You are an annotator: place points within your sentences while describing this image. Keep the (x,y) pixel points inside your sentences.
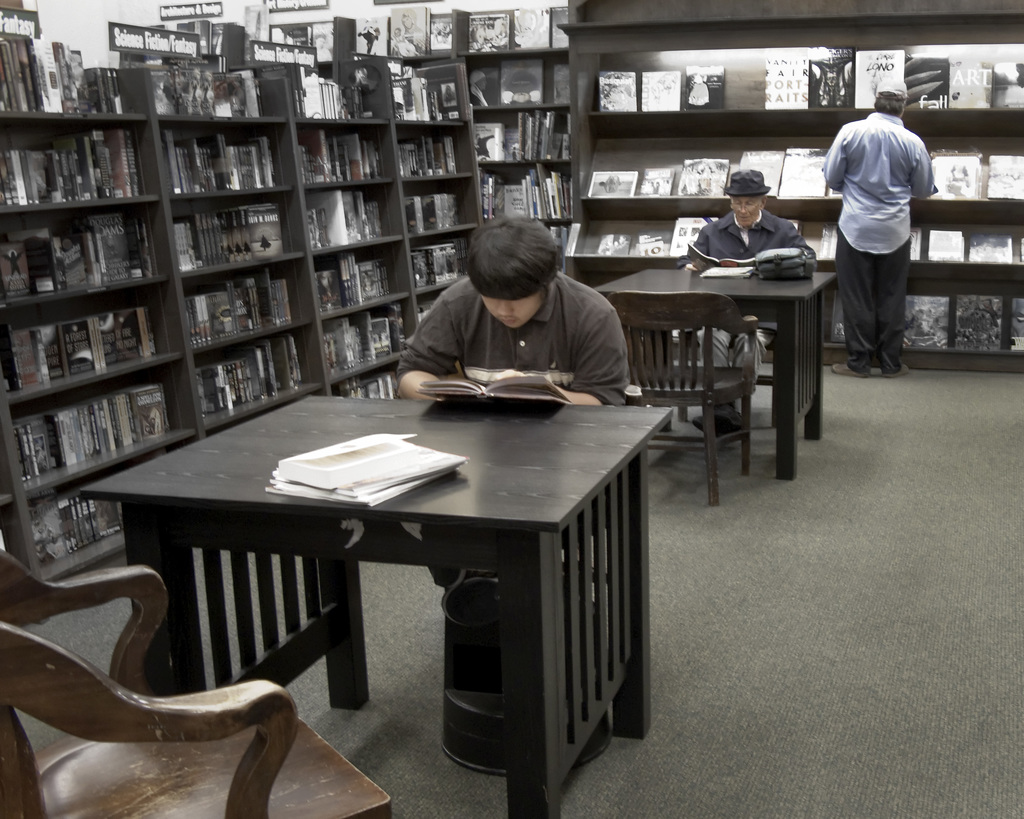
In this image I can see three men (508,376) among them two (504,361) are sitting on a chair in front of the table (500,402) and reading books (550,384) and the person (919,169) on the last is standing on the floor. Here we have a shelf (257,200) with books (257,234) on them. In the front of the image (124,703) we have a chair (116,689), couple of books (362,459) on the table (428,488).
